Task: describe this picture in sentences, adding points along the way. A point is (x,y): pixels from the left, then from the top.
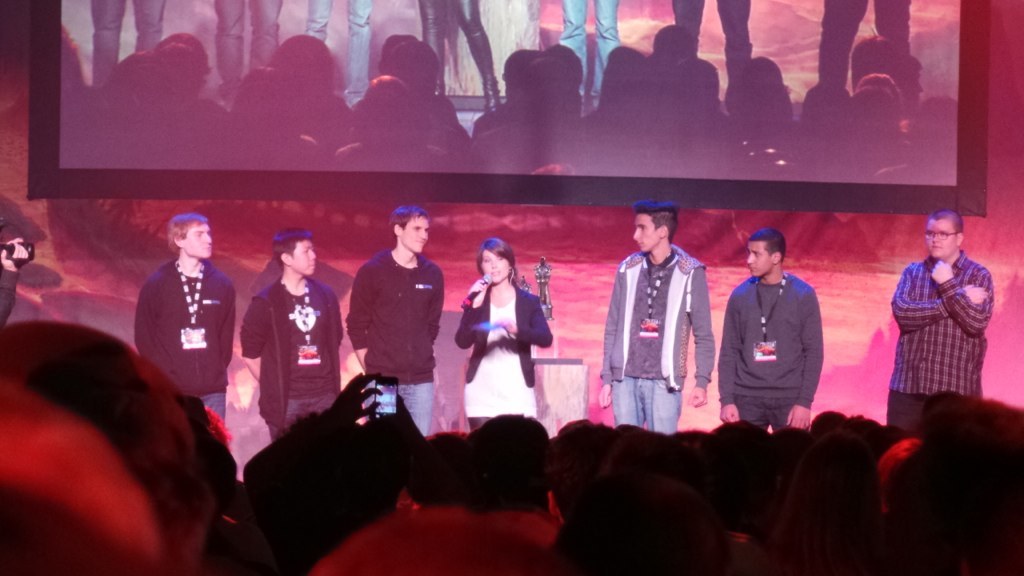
In this image there are a few people (925,325) standing on the stage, one of them is holding a mike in her hand (475,289), in front of them there are few spectators (683,480). In the background (865,82) there is a screen (679,95).
